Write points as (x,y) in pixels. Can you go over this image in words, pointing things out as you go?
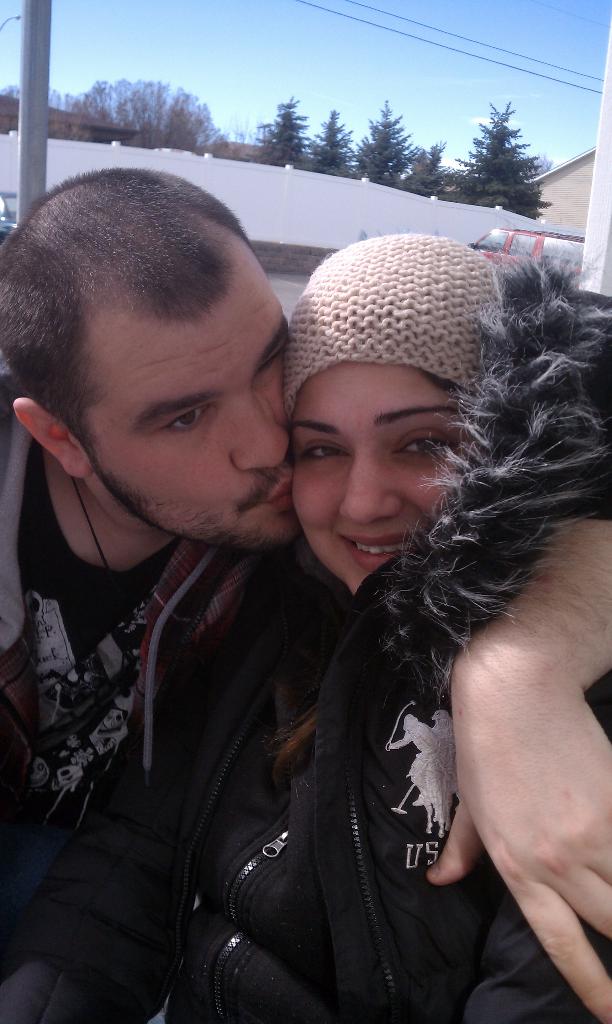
In this image I can see two persons (417,722). The person (112,681) at left (112,681) wearing black dress (93,679) and the person (299,721) at right (439,761) wearing black jacket (459,587), cream cap (411,325), at the back (159,129) I can see trees (175,143) in green color and sky (404,97) in blue color.
